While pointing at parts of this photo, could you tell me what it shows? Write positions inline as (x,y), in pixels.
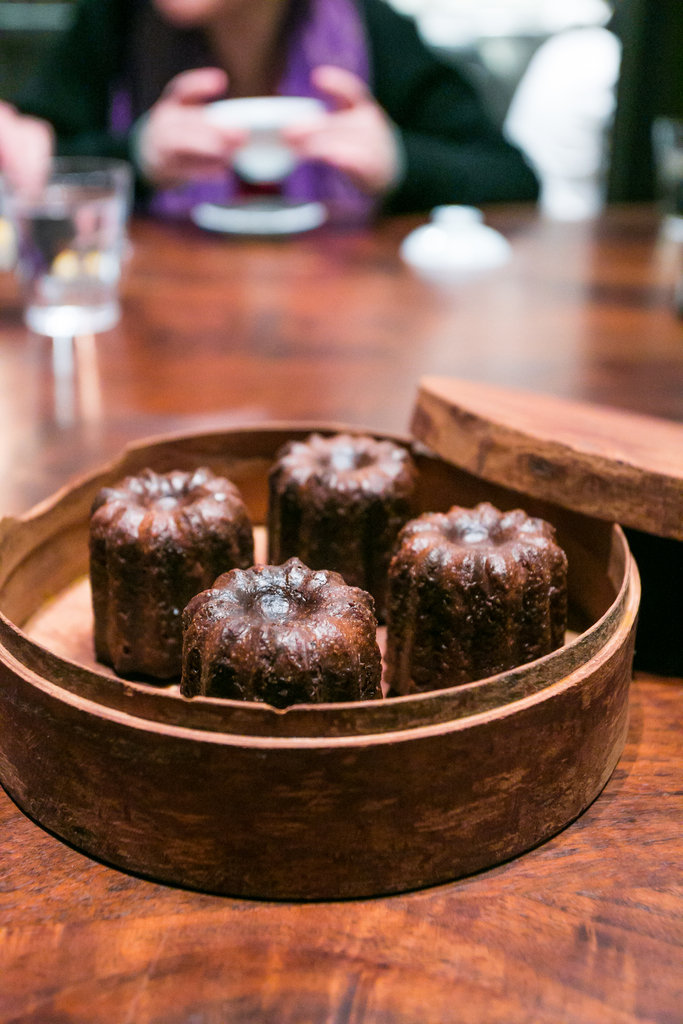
This image consists of a table (191,398). On that there are boxes (420,860). In that there are some eatables (285,594). There is a person (361,90) at the top (246,38).
